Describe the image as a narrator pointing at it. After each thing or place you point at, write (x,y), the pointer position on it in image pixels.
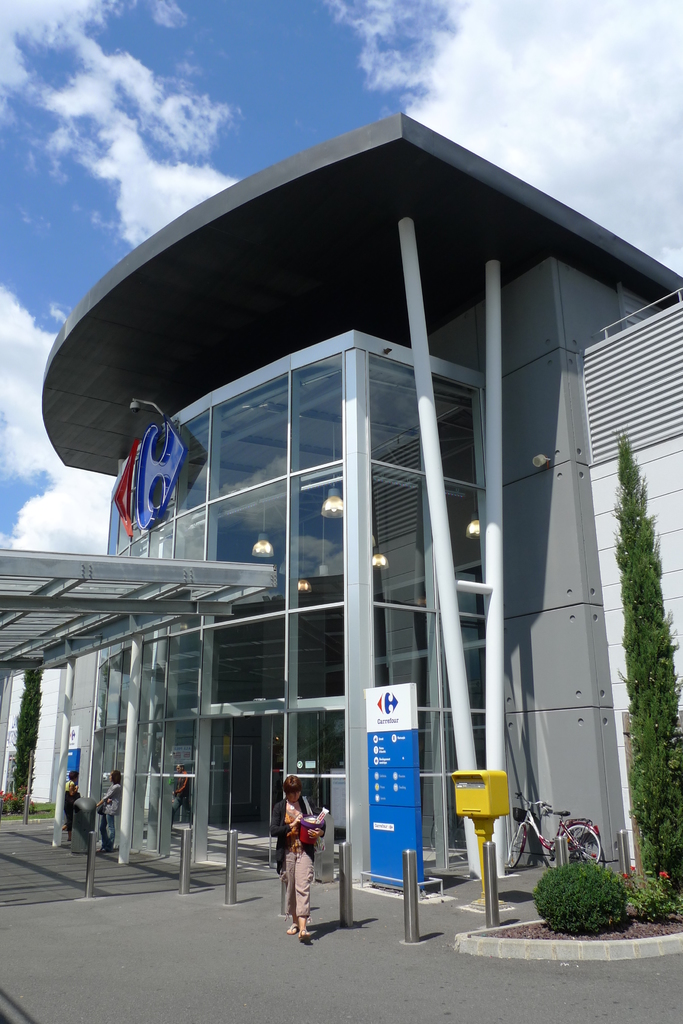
In this picture we can see the glass building (353,569) and a woman (286,834) walking out from the building (513,692). On the right side (607,923) there is a green plants (659,843) and yellow box (481,805). On the top (200,9) there is a sky (134,10) and clouds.
